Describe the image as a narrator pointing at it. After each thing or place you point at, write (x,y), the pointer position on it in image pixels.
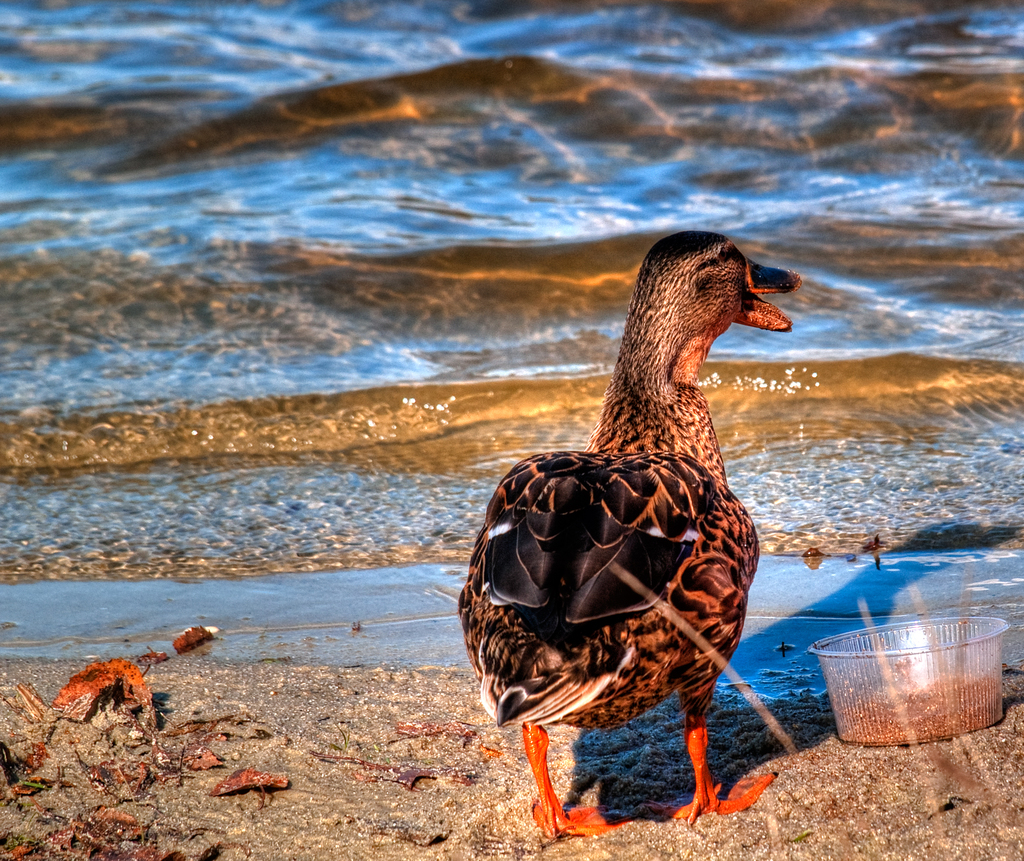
In the picture I can see a hen (612,600) in front of the water (553,284), side we can see food (889,692) in a bowl (927,718).
